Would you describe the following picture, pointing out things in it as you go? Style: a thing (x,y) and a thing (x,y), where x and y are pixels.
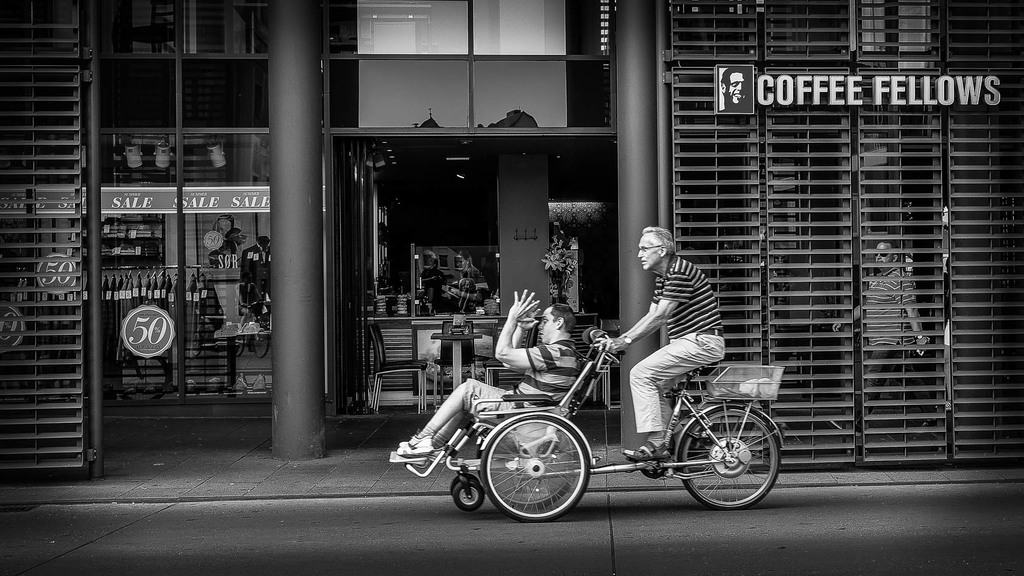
this is a image consist of a building (674,160), on the building (861,44) there is a some text (981,90) on that coffee fellows (842,79) on the right side (994,96). And in the road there are the two persons (493,397) riding on the bicycle (525,436), a person (686,292) wearing a striped shirt (705,301) he sit on the back side of the bicycle (680,433). In front of the bicycle (557,428) there is a another person (414,436) sit on the bicycle (415,462). On the left side (110,283) corner i can see a there are the clothes (164,280) hanging to the hanger (135,270), on the middle (414,366) i can see a chair (398,367) and table (458,335) on the middle corner (483,320) and there is a flower pot (565,265) kept behind that table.
